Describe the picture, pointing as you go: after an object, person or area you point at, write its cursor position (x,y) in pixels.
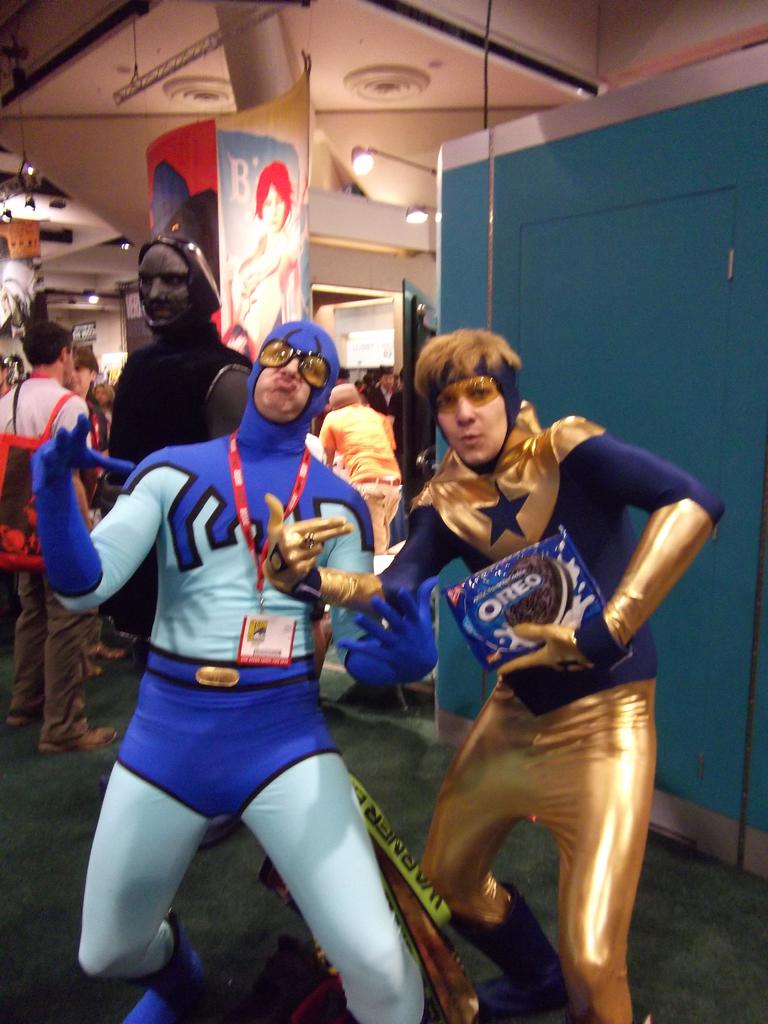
In the center of the image (273,676) there are two persons (296,632) wearing cartoon dresses (342,808). One of the person (260,487) is wearing a tag (290,639) and the other is holding a Oreo packet (548,566). In the background (603,237) there is a blue color wall (641,225), ceiling (457,124) and lights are also visible. Background (57,376) also consists of few people (0,402) standing on the floor (72,771). Behind the two persons (246,531) in the center (318,358) there is a black color statue (166,333).
